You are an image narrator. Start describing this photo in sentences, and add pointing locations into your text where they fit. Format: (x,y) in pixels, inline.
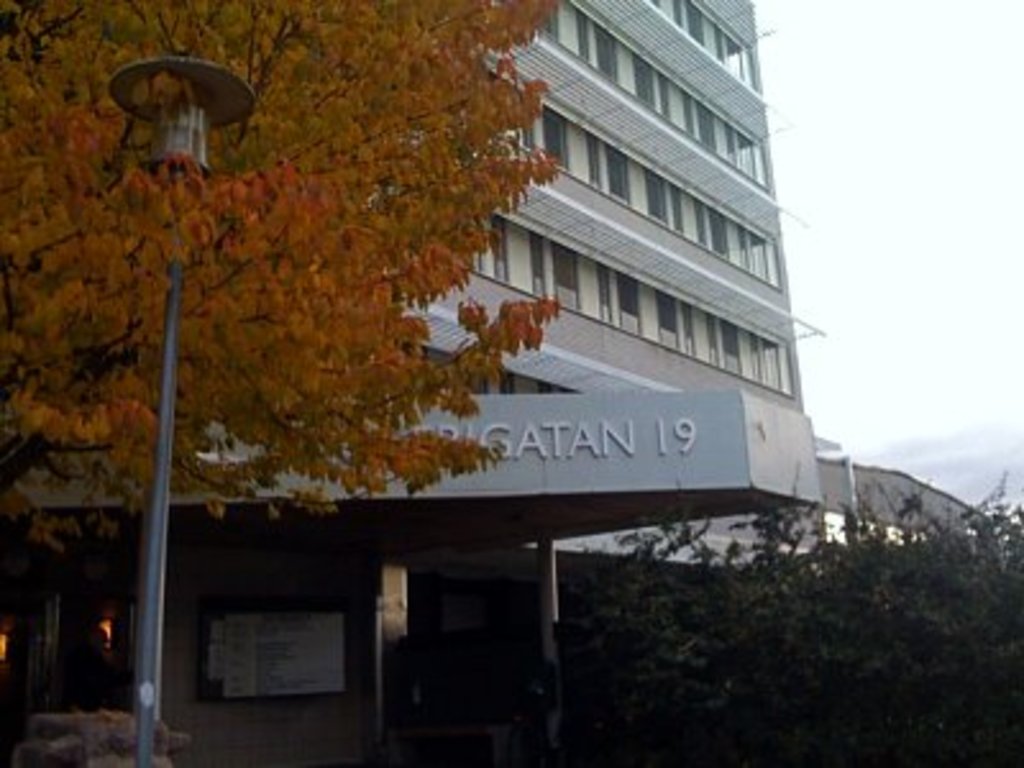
In this image I can see buildings (510,427), street light (167,120) and trees (806,622). In the background (928,99) I can see the sky (959,107).
